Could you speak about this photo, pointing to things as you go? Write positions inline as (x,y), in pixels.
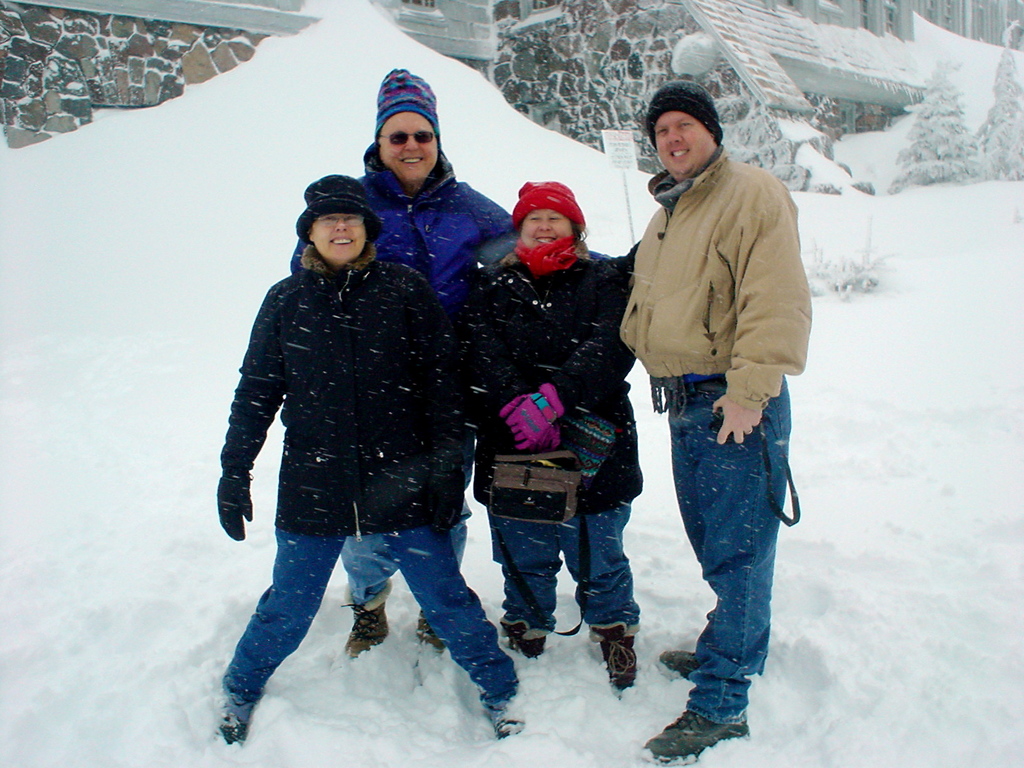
In this picture we can see people (625,652) standing on snow (673,695), one person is holding a bag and in the background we can see a name board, plants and buildings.
